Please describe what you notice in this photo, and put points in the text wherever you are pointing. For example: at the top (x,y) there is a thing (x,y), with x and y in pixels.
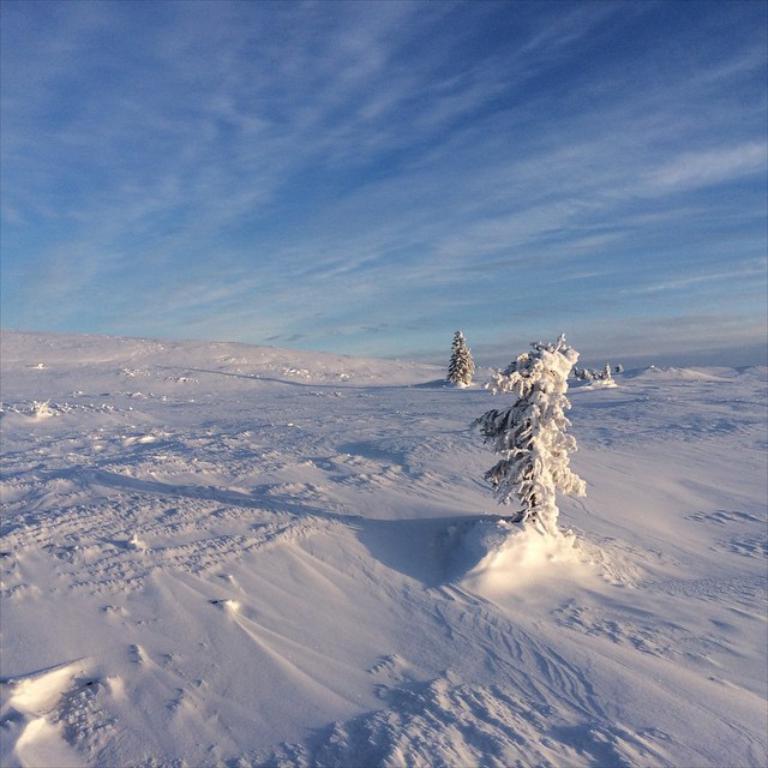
In this image we can see a land (319,610) with snow (281,567). We can also see some trees (521,518) covered with the snow (549,454). On the backside (442,185) we can see the sky (389,220) which looks cloudy.
